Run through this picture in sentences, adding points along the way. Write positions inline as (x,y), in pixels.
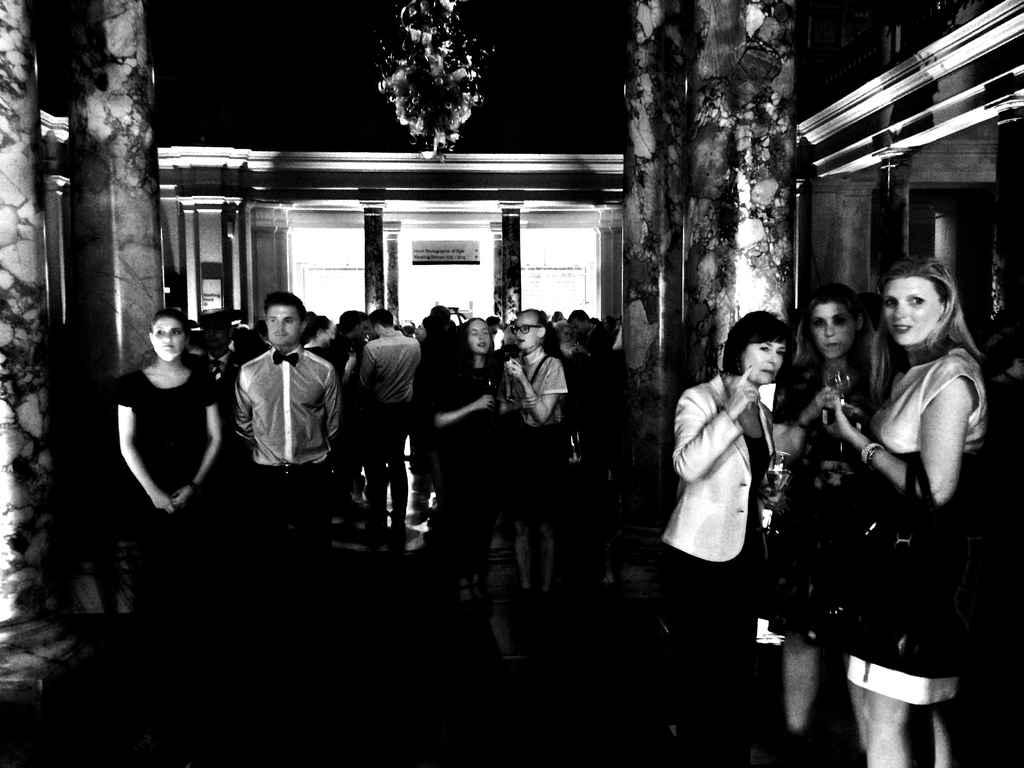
The image looks like an edited picture. In the foreground of the picture (312,424) we can see pillars (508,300), people (296,302) and chandelier (419,60). In the background (322,238) we can see doors (330,262), wall (345,173), posters (459,257) and other objects (471,314). In the middle of the picture (425,324) there are people (439,318).
